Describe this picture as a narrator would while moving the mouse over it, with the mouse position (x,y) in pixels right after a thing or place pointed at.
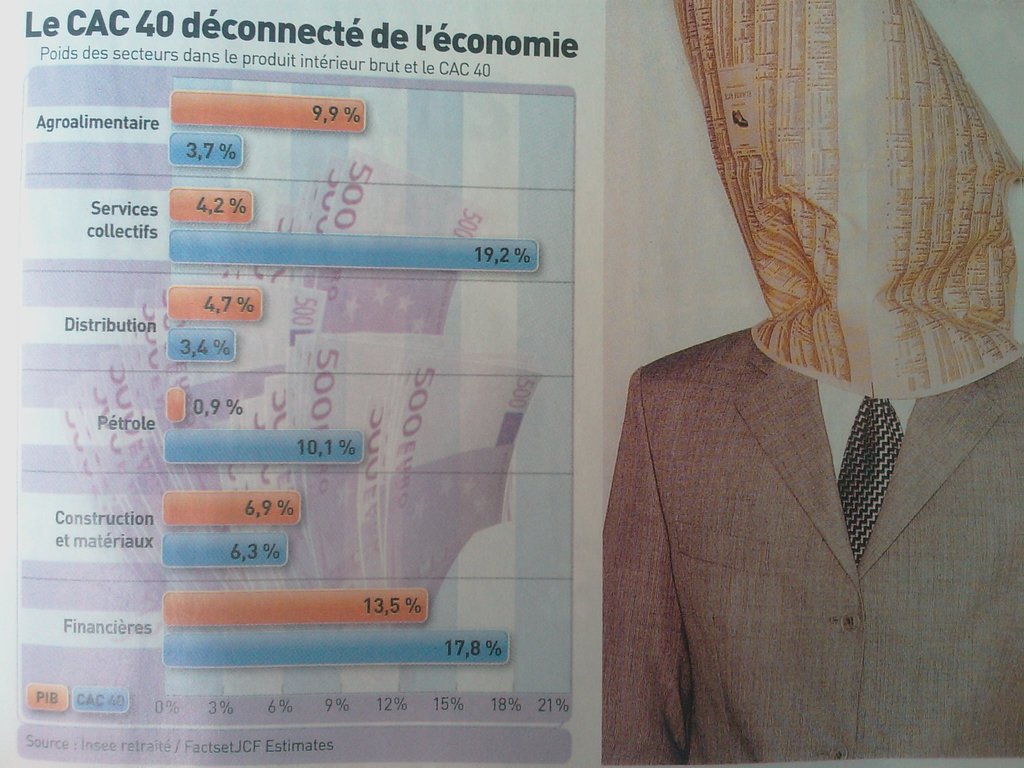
This is a poster (722,693) and in this poster (761,336) we can see a blazer (837,485), tie (865,437), paper (822,349), symbols (367,609) and some text (312,33).
